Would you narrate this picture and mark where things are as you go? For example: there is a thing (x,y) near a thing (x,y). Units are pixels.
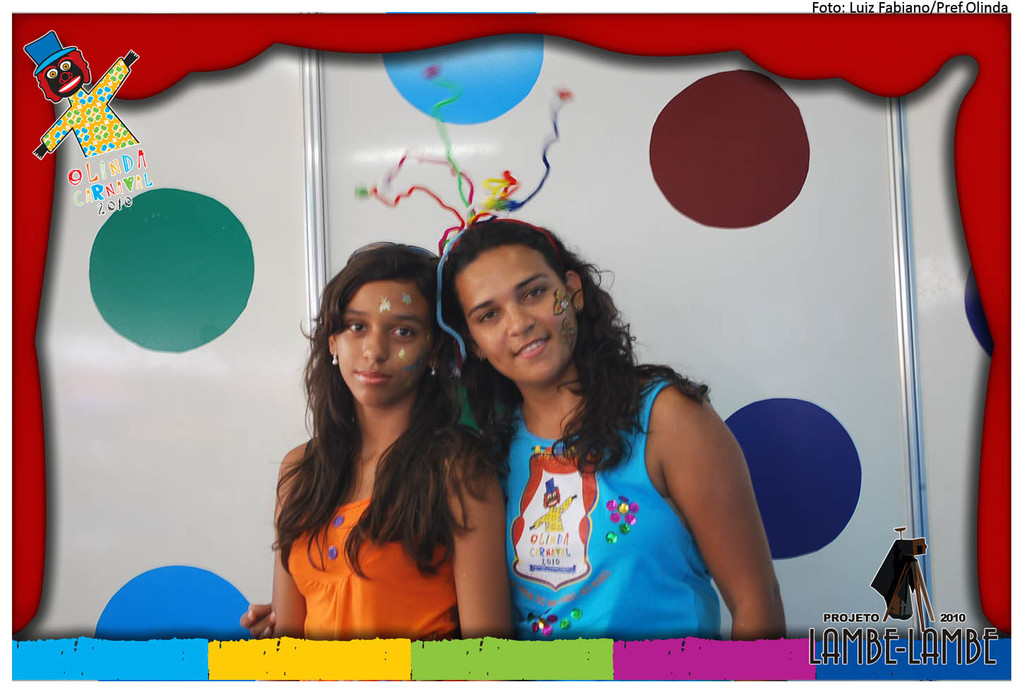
In this image there are two girls (402,401) with a smile (540,351) on their faces (534,366). Behind them there are colored dots (731,145). On top and bottom of the image (959,642) there is some text (891,640). On the left side of the image (133,138) there is a depiction of a person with some text (114,176).
